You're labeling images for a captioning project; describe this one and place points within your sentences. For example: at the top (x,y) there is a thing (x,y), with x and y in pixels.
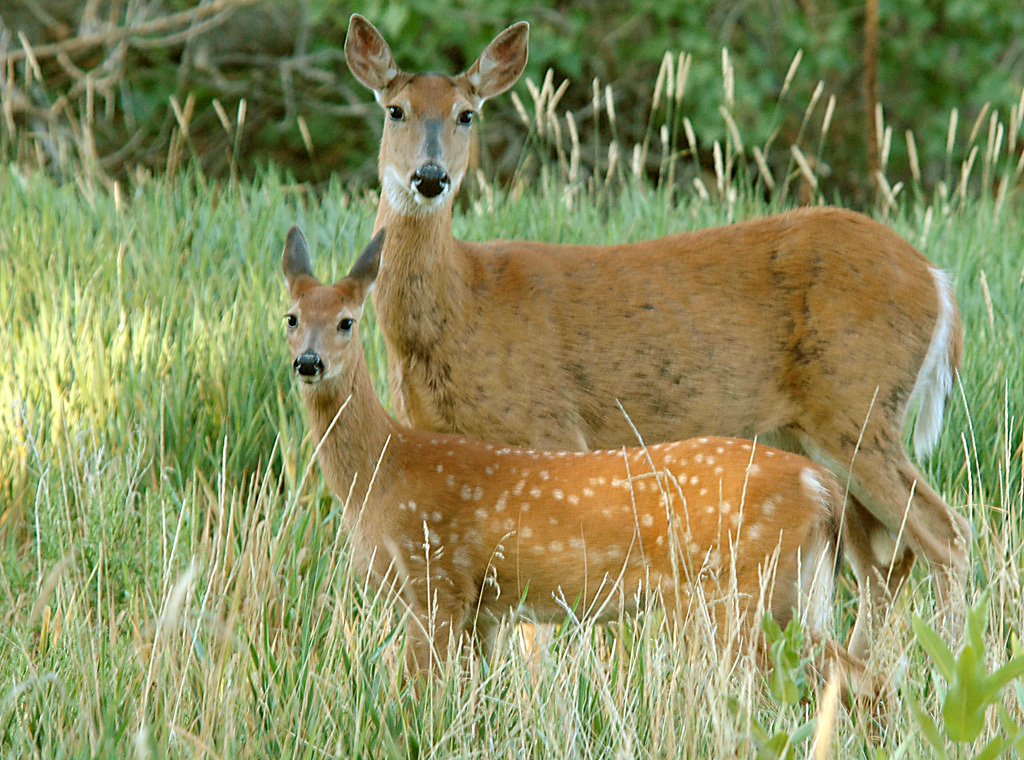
This image is taken outdoors. In the middle of the image (570,396) there is a deer (481,300) and a calf (628,536). In the background (316,0) there are a few trees (747,73). At the bottom of the image (515,708) there is a ground (587,708) with grass (76,447) on it.
